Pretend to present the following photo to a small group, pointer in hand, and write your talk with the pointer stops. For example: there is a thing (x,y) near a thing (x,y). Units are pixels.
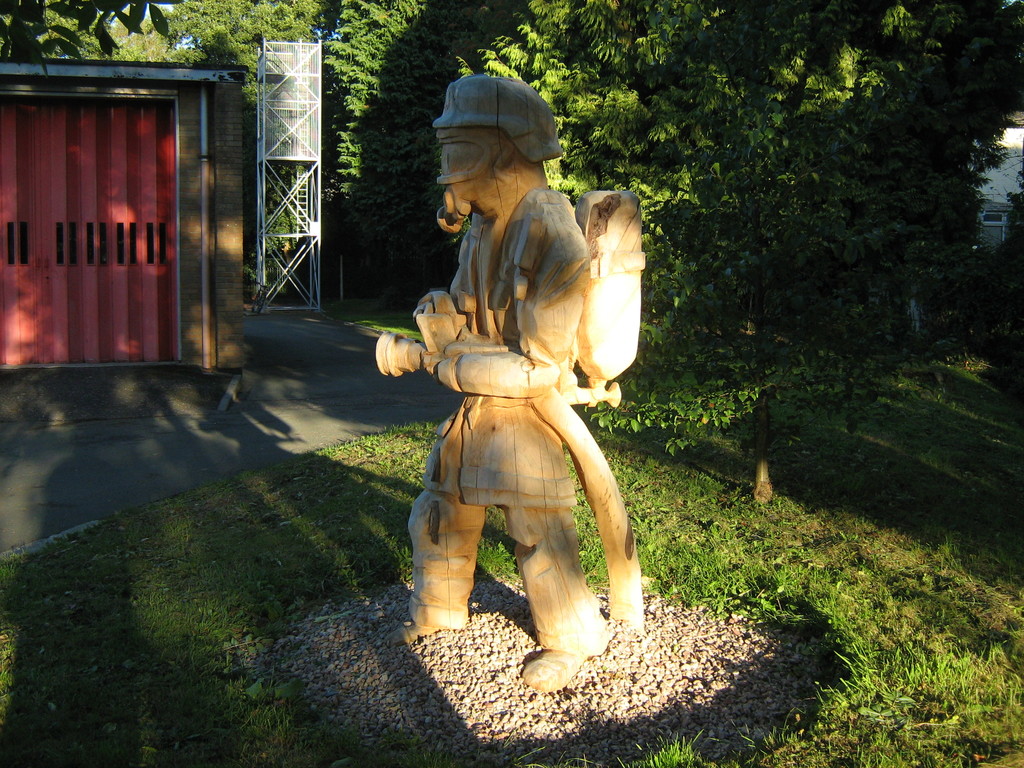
In this picture we can see a statue (478,480), stones (374,690), grass (927,719), shed (213,145), ladder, stand (270,168) and in the background (415,301) we can see trees (648,178).
